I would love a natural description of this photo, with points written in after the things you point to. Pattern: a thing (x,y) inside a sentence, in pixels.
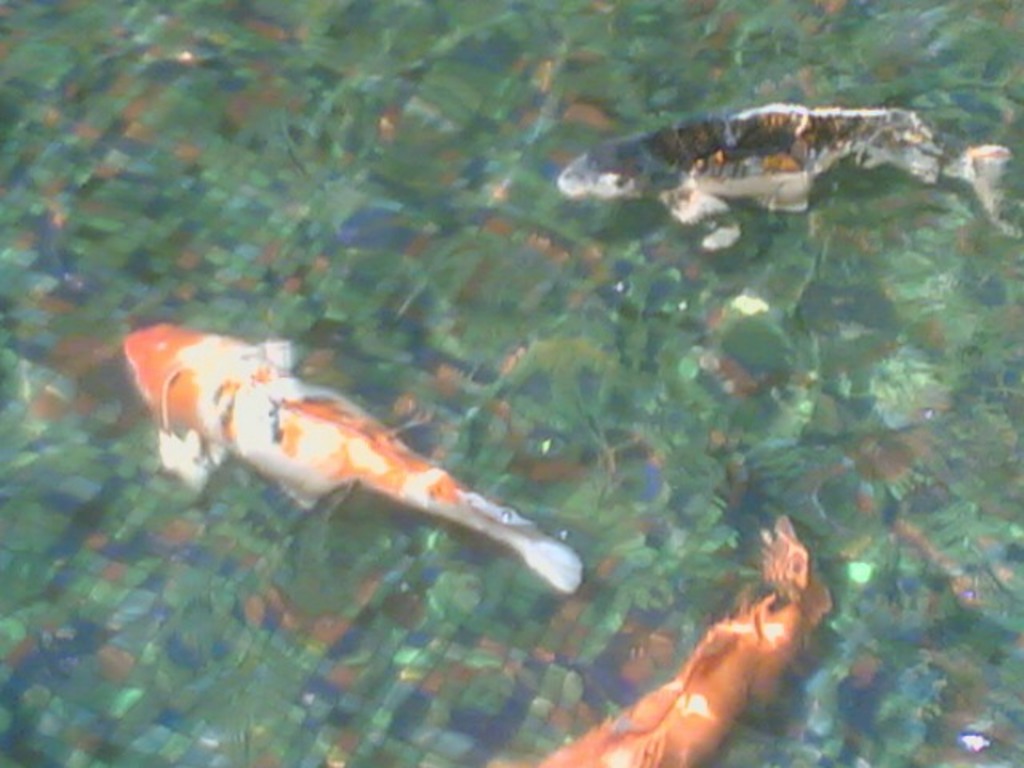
In this image there are three fishes (330,434) in the water (722,433).
